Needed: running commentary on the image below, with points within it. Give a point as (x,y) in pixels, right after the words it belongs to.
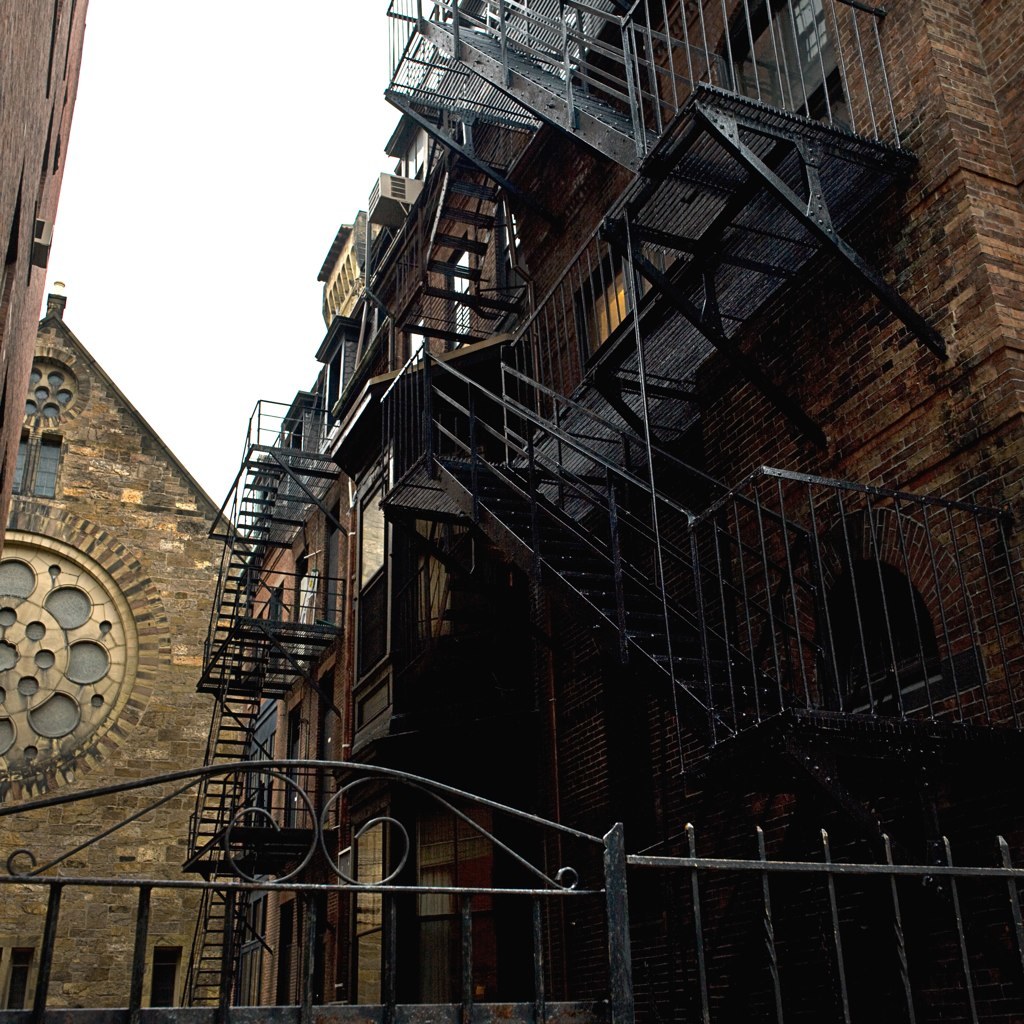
This image is taken outdoors. At the top of the image (172,246) there is a sky (176,219). In this image there are three buildings (130,621) with walls (901,441), windows (800,79), grills (661,160), railings (770,546), iron bars (622,244), balconies (761,233) and carvings (51,648).
